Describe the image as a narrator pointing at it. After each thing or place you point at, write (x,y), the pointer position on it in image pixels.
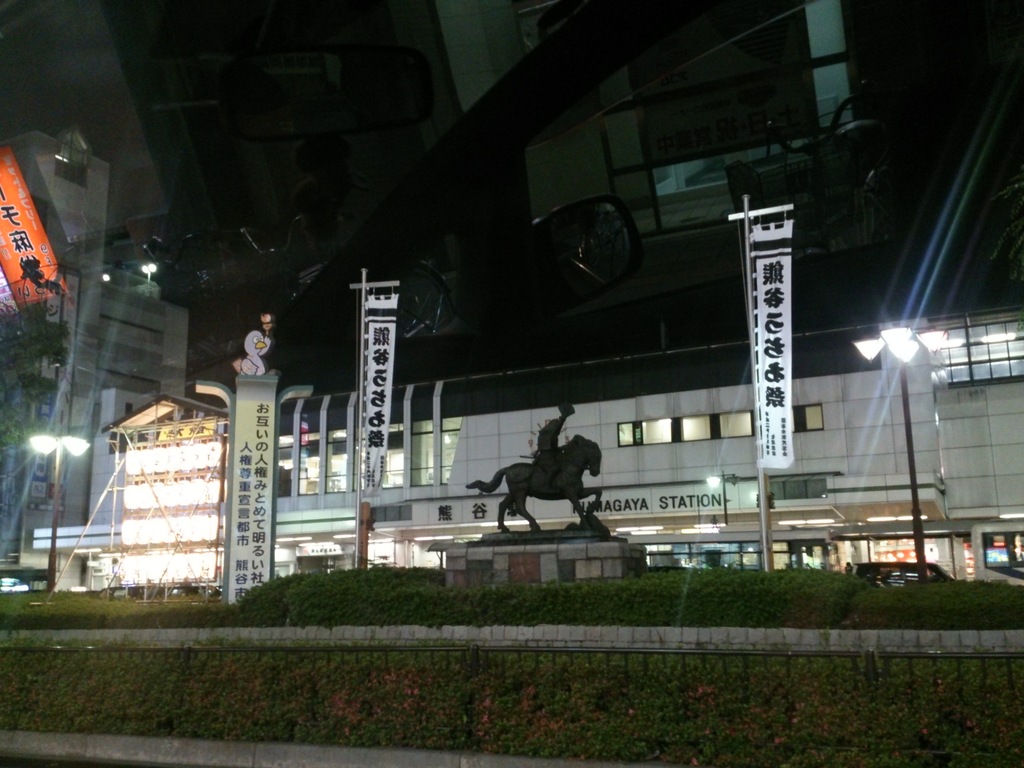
In this image there is grass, plants (681,597), buildings (1021,419), lights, poles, and in the background (483,255) there is sky (472,262).
